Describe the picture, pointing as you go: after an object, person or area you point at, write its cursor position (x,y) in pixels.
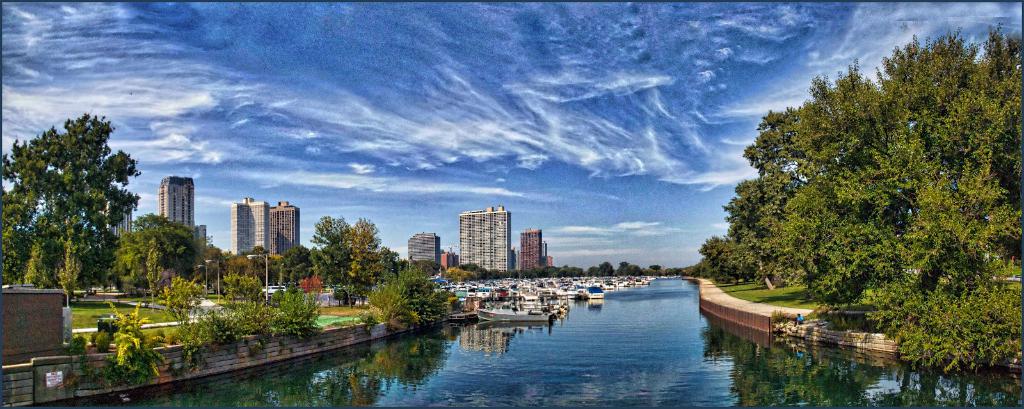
In this picture we can see boats (558,283) on water (669,290), trees (552,271), buildings (266,226), poles (266,259) and in the background (606,255) we can see sky (556,133) with clouds (222,100).
